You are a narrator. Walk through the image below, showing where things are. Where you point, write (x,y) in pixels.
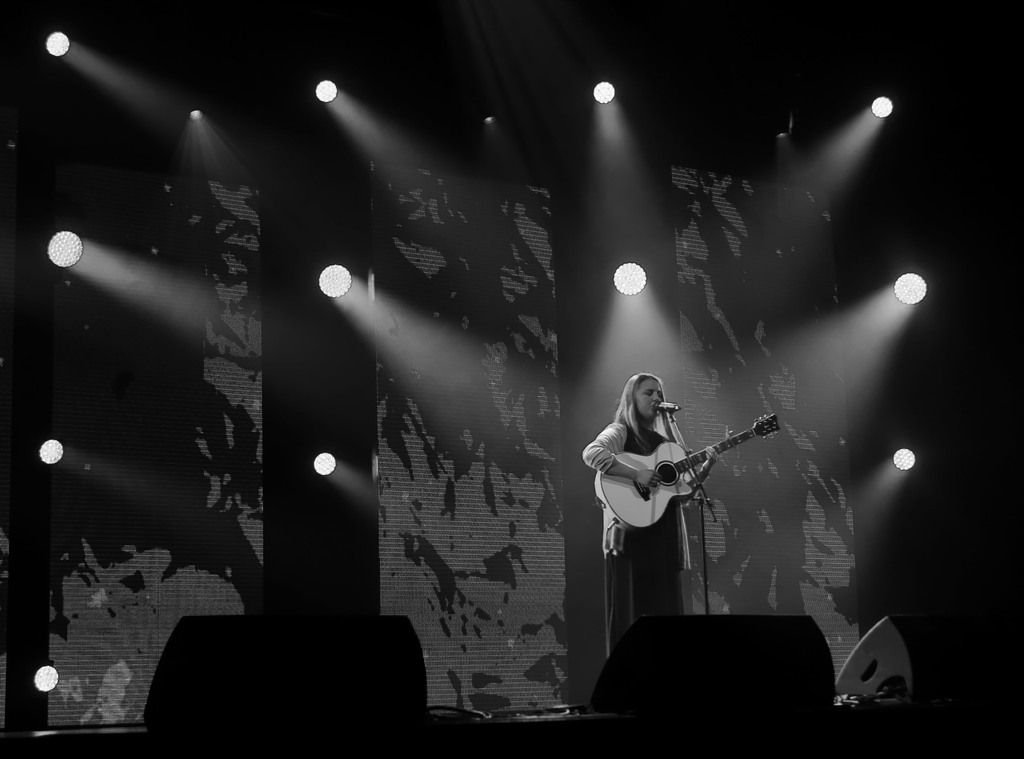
A woman (655,415) is singing a song with a mic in front of her while playing a guitar (677,456) on a stage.
